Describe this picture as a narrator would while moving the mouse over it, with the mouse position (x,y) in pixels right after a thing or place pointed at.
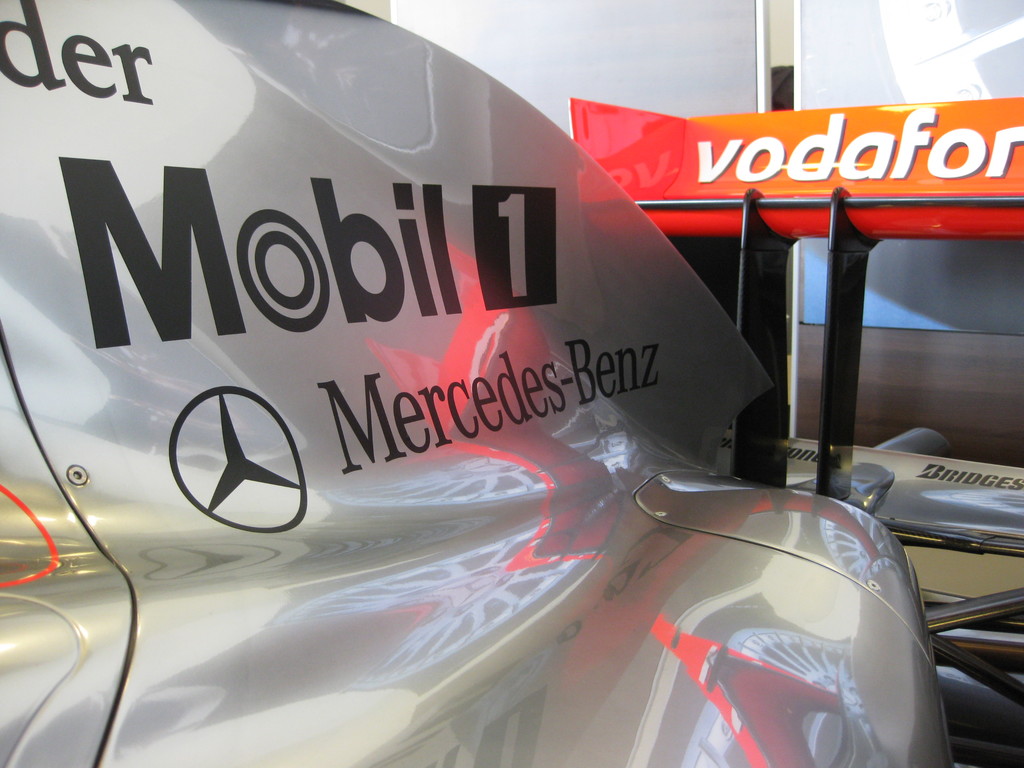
In the picture we can see a part of the sports car (644,697) and written on it as mobil Mercedes Benz.
